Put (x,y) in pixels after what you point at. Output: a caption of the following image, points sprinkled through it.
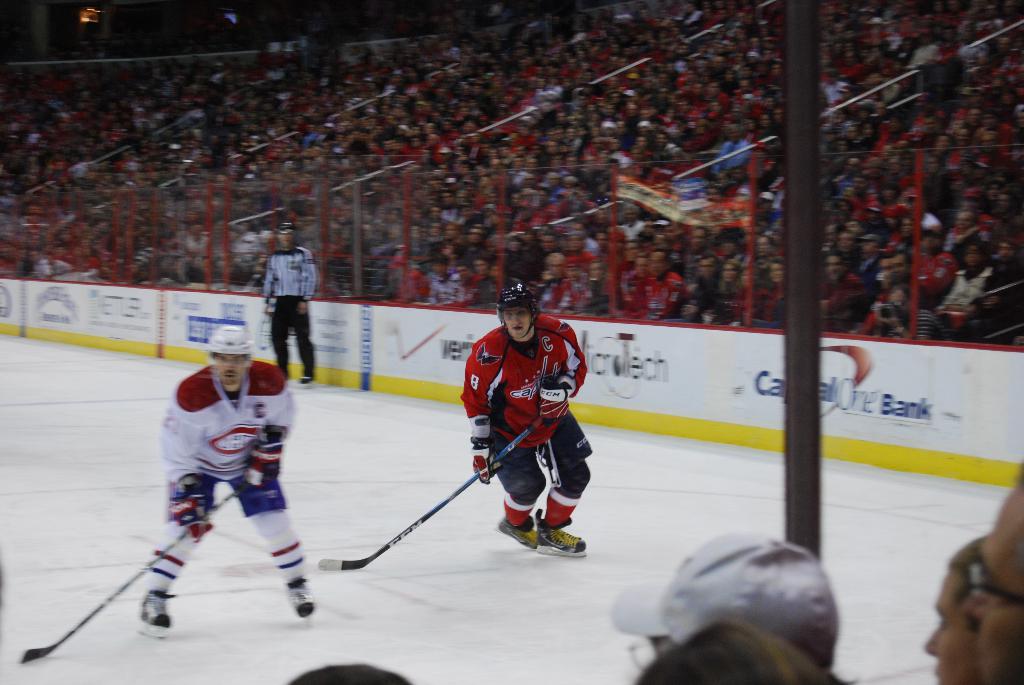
In this image I can see two persons (510,437) wearing sports dresses (232,407), helmets (230,340) on the heads (236,363), skates (151,620), holding the bats (154,563) in the hands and playing a game. At the back of these people (277,376) there is a board (396,361) and one person (290,303) is standing there. In the background (385,78) a crowd of people (545,148) sitting and looking at the ground (136,468). At the bottom (799,650), I can see few persons (980,638).
